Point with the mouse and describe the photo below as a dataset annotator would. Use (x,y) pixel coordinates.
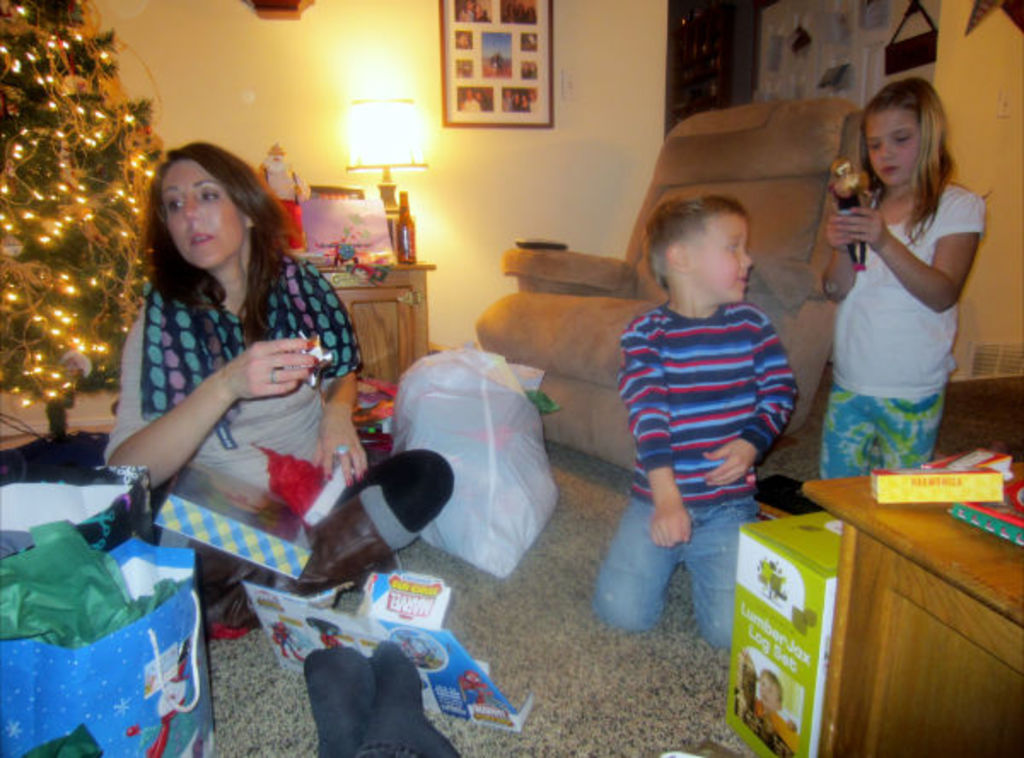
In this image we can see lady (257,272) sitting on the floor (428,573) and holding some items (273,457). Also there is a boy (715,375) and a girl (854,356) holding a toy (843,209). There is a table (910,587). On the table (897,598) there are few items (945,488). Also there is a box (797,588). And there are packets (280,603) and few other things (266,612). In the back (116,334) there is a tree (89,269) with lights (95,224). Also there is a table (389,276). On the table (401,264) there is a bottle (408,245), lamp (389,195) and few other things (319,219). And there is a photo frame (447,69) on the wall (468,137). And there is a sofa (729,162).
